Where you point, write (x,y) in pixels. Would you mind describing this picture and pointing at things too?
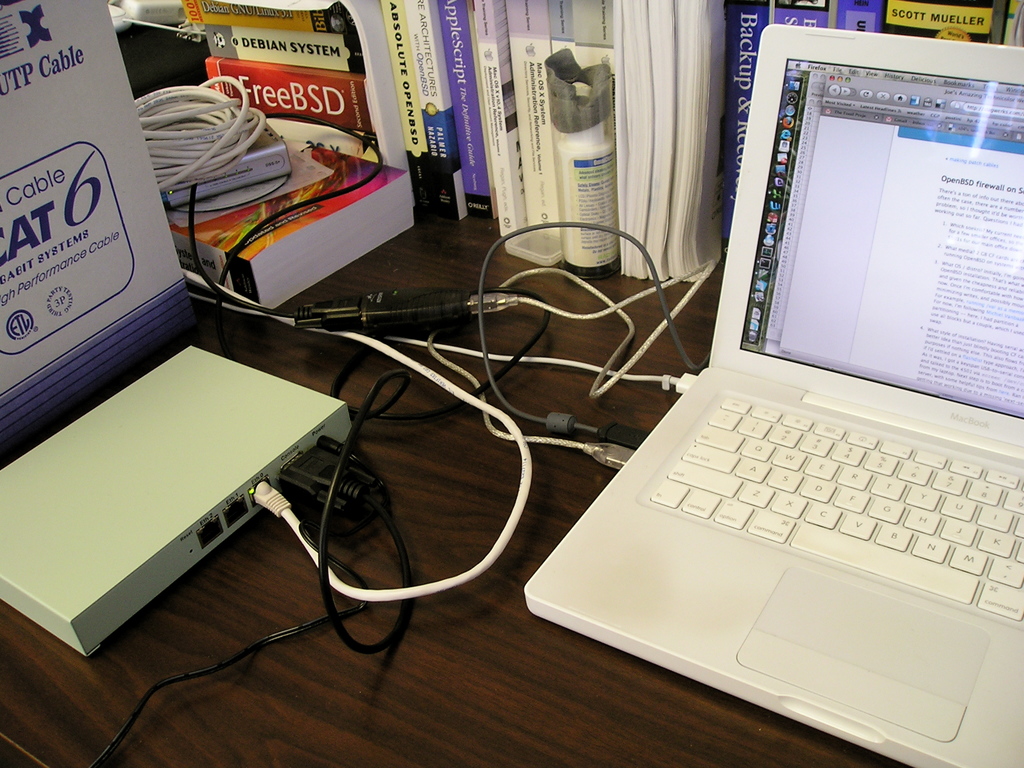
This is the picture of the table (393,459) where we have some books (441,14), system (839,447) and a cable connector (494,306).
